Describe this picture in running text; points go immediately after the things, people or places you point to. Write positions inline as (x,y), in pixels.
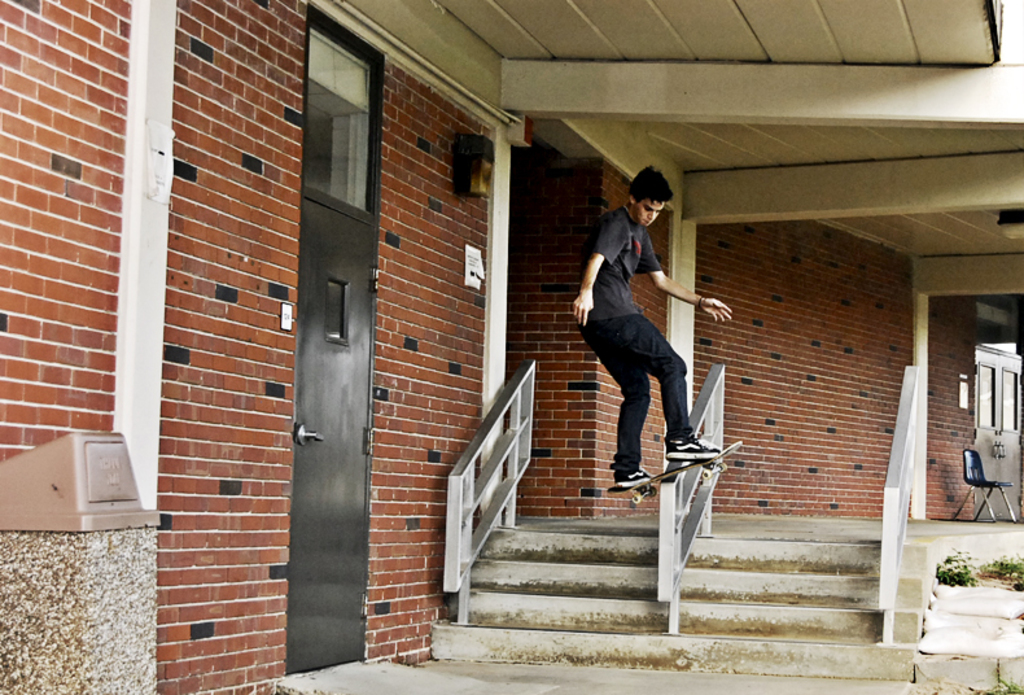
In the picture we can see a person (627,442) wearing black color dress (627,442) skating on fencing (703,419) using skateboard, there are some stairs (660,628), there is brick wall (465,358) on left side of the picture (263,362).
